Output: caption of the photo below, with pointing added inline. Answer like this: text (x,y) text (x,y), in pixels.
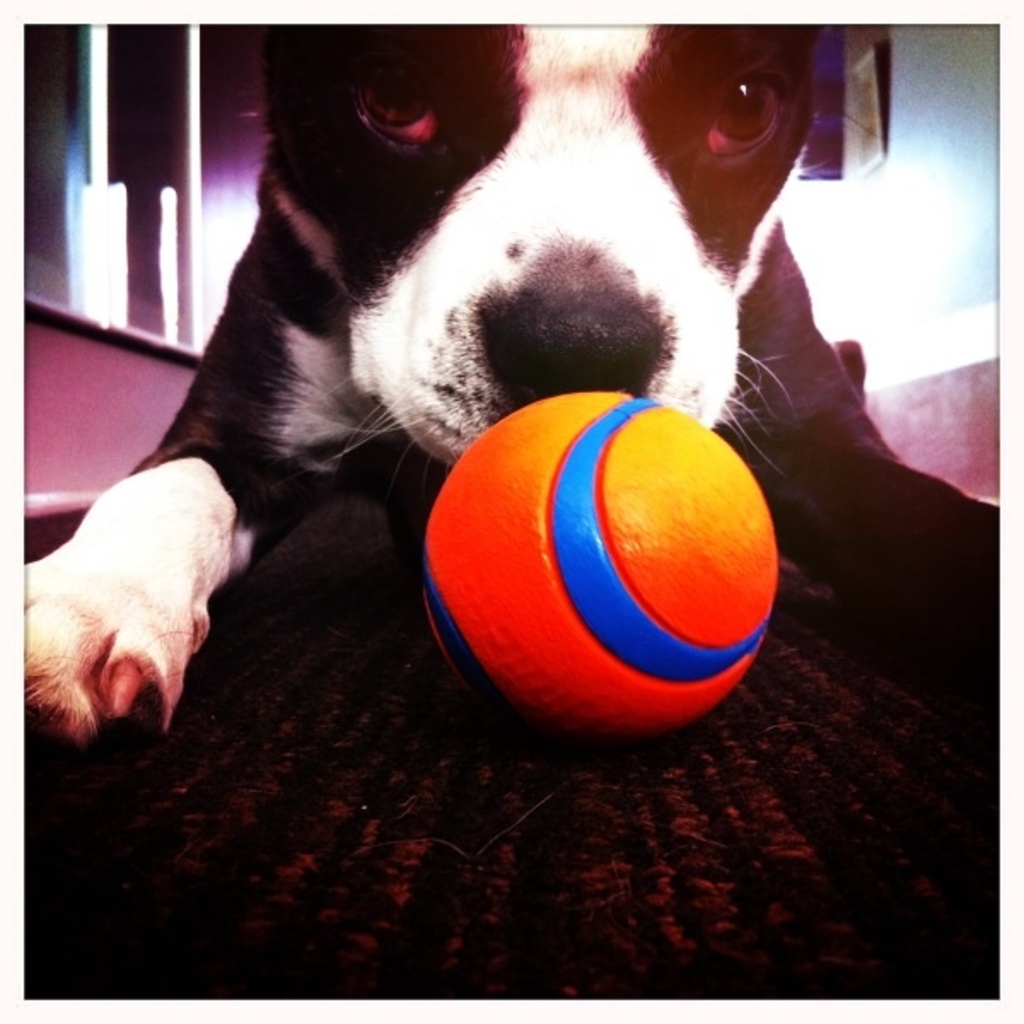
As we can see in the image in the front (428,337) there is a black color dog (518,206) and a ball (591,611). In the background (946,83) there is a wall (942,225).
